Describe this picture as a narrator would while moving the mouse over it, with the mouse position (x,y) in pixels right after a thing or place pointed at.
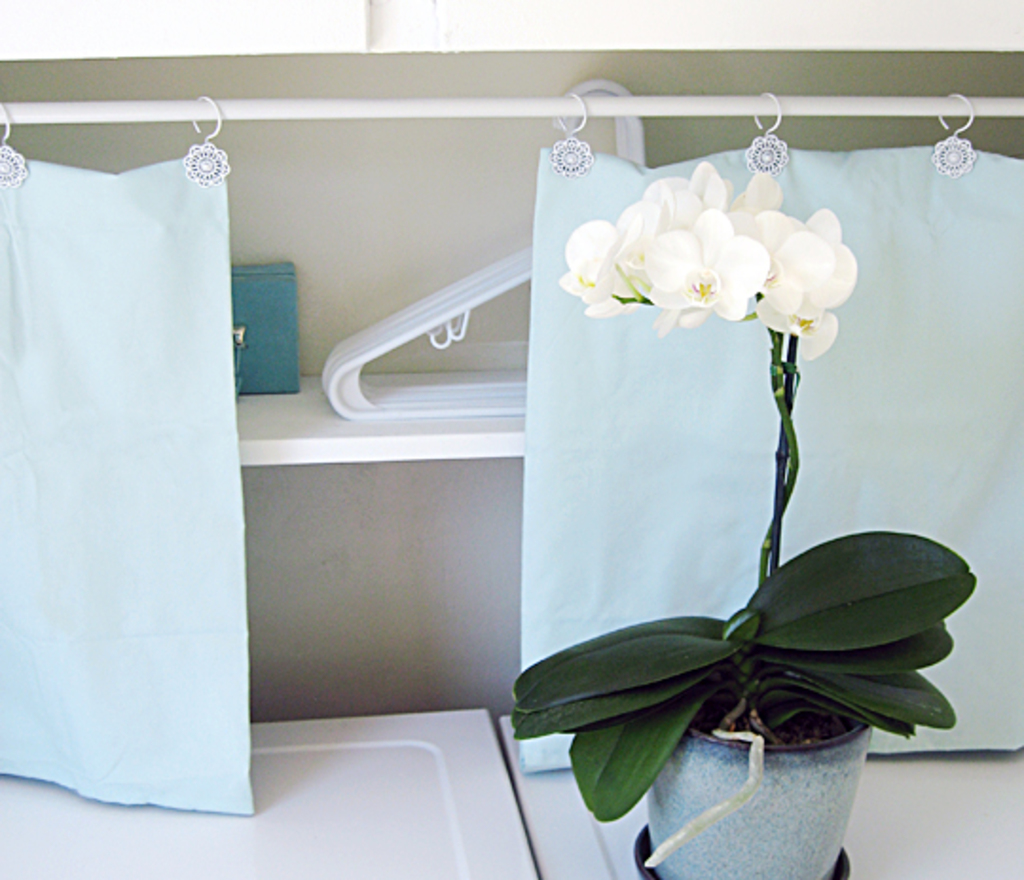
This image consists of a potted plant (788,671). To which there are white flowers (788,275). In the background (444,397), there are curtains (955,499) and hangers (378,352) kept in a shelf (391,383). At the bottom (563,776), there is a desk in white color.
